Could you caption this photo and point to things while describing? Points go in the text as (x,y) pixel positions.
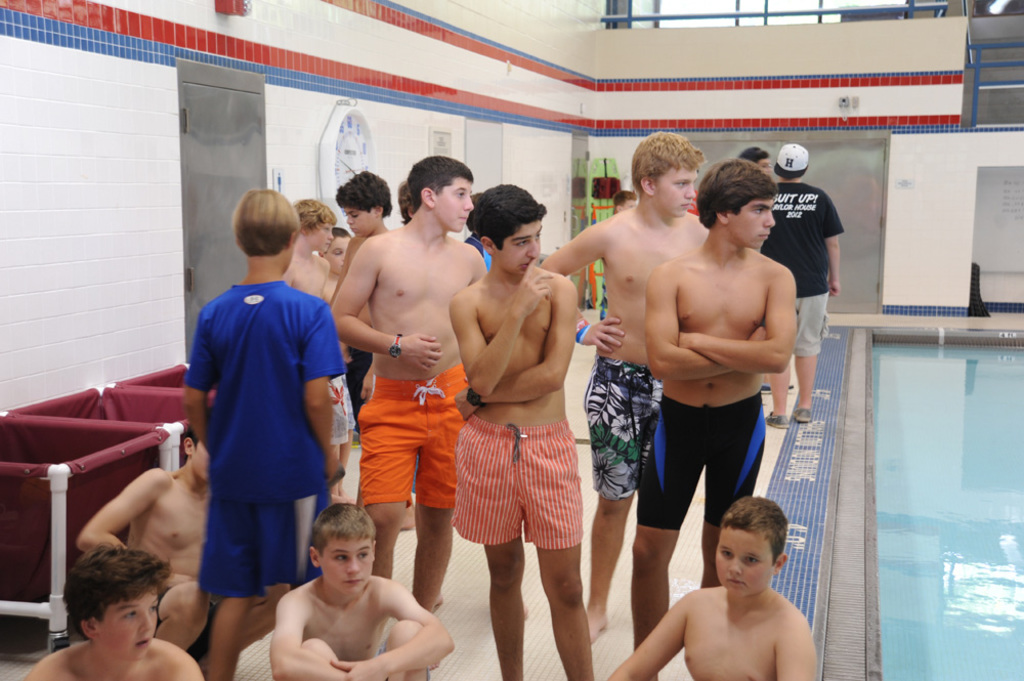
In this picture we can see a few people (571,262) standing on the path (678,662). Some people (371,595) are sitting on the path (457,616). There is a swimming pool (890,609) on the right side (904,629). There is a wall clock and some objects (64,437) on the left side (29,547).
